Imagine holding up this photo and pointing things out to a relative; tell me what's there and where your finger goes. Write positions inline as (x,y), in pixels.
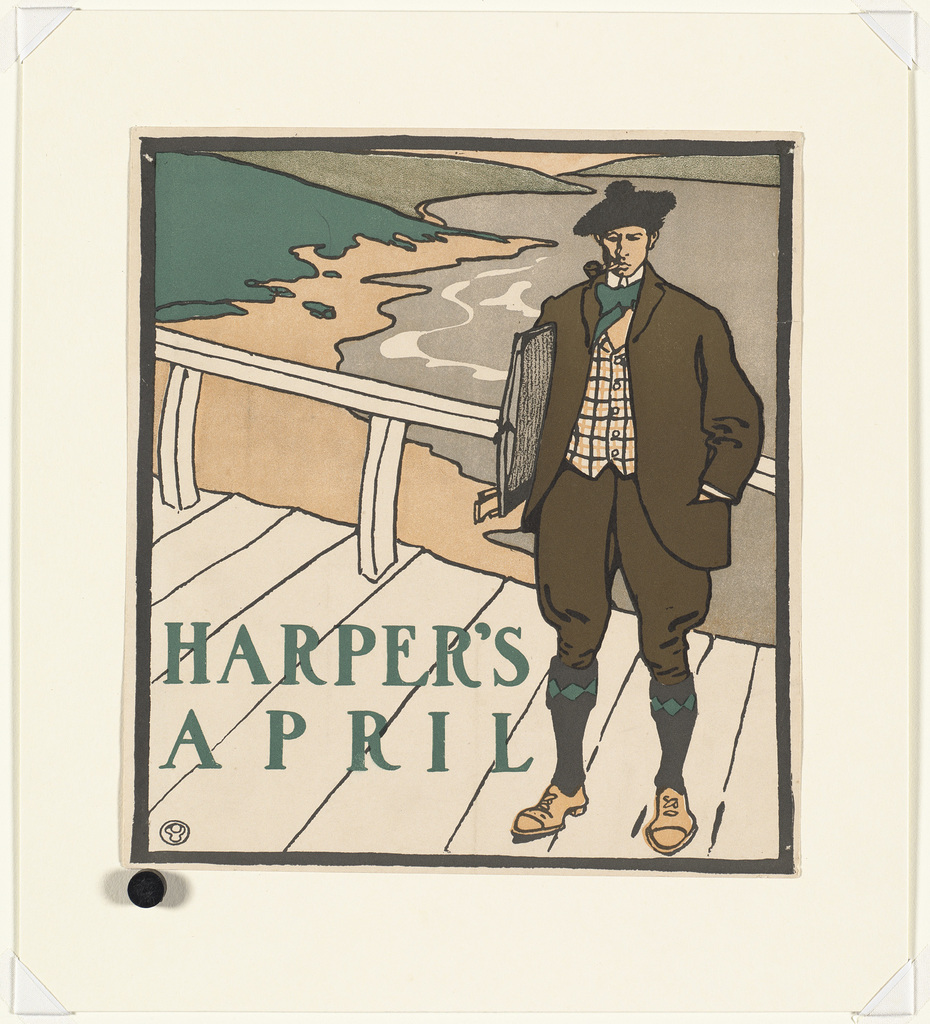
In this picture I can see there is a man (571,314) standing and is holding object (532,439), there is a wooden floor (413,662) and in the backdrop (496,295) I can see there is a sea (464,314) and there are mountains (253,222). This is a painting.
